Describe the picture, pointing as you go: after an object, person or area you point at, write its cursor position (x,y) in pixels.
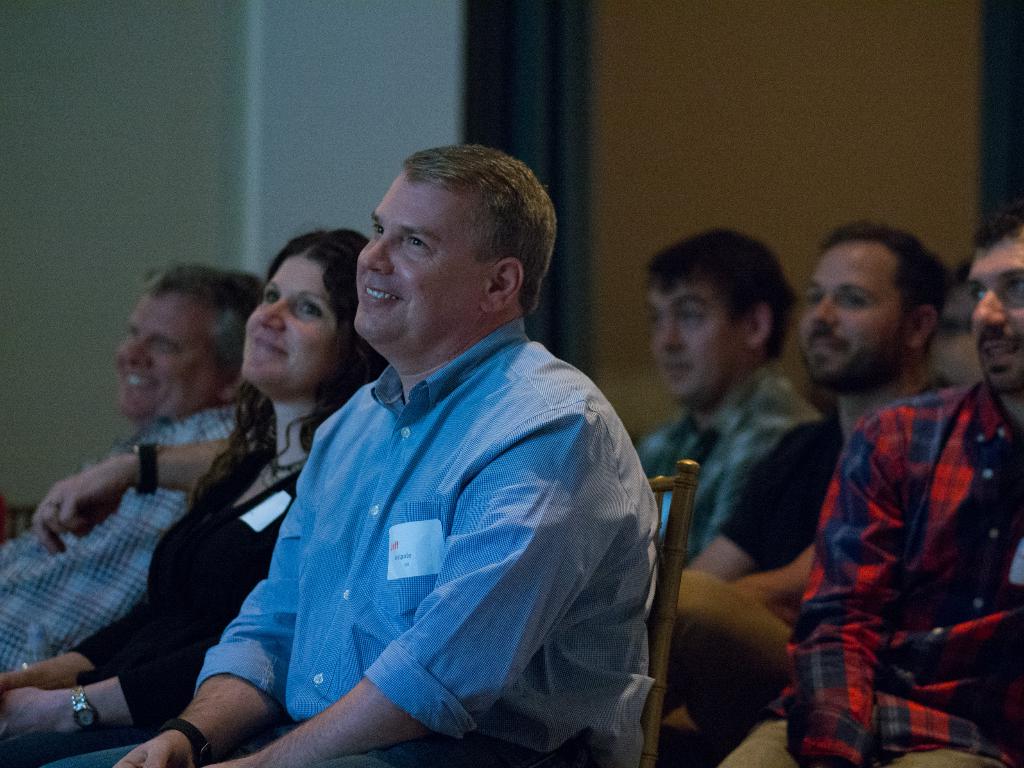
In this picture there are people (420,532) sitting in chairs (664,553). In the foreground (495,495) there is a man (437,597) in blue shirt (503,526). In the background (443,104) there is wall (376,95).
